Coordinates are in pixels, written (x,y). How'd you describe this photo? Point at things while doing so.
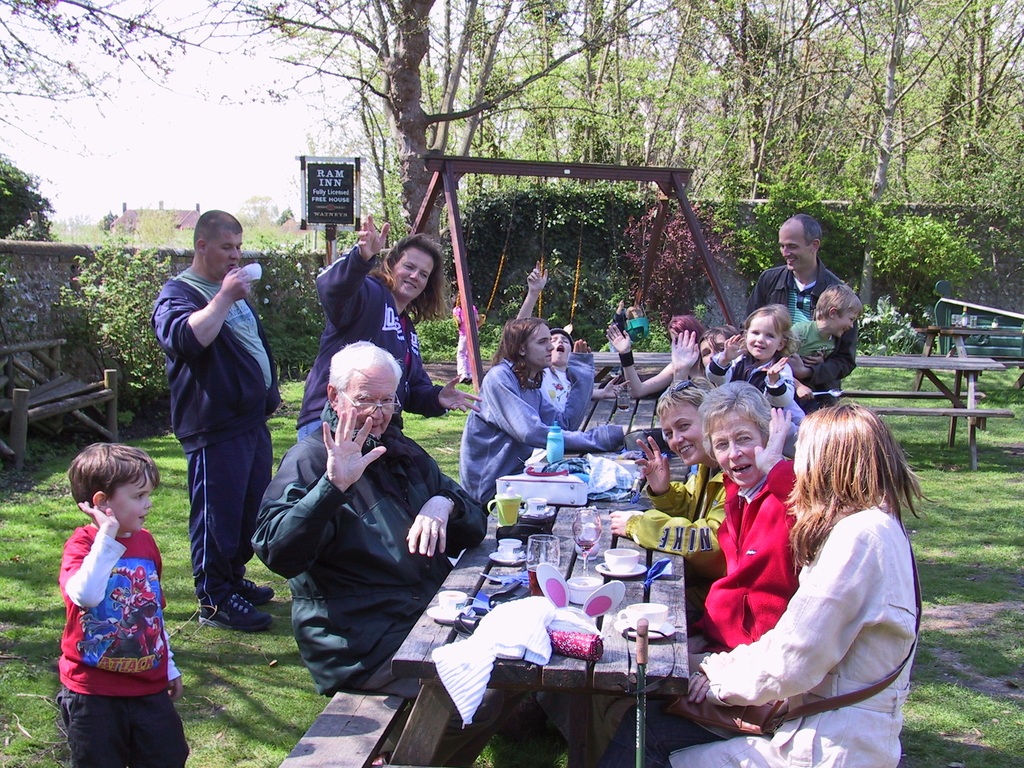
Here we can see a group of people (211,368) sitting on a wooden chair (343,742) and enjoying themselves. In the background (142,89) we can see a trees (654,144) and a sky (211,145).
